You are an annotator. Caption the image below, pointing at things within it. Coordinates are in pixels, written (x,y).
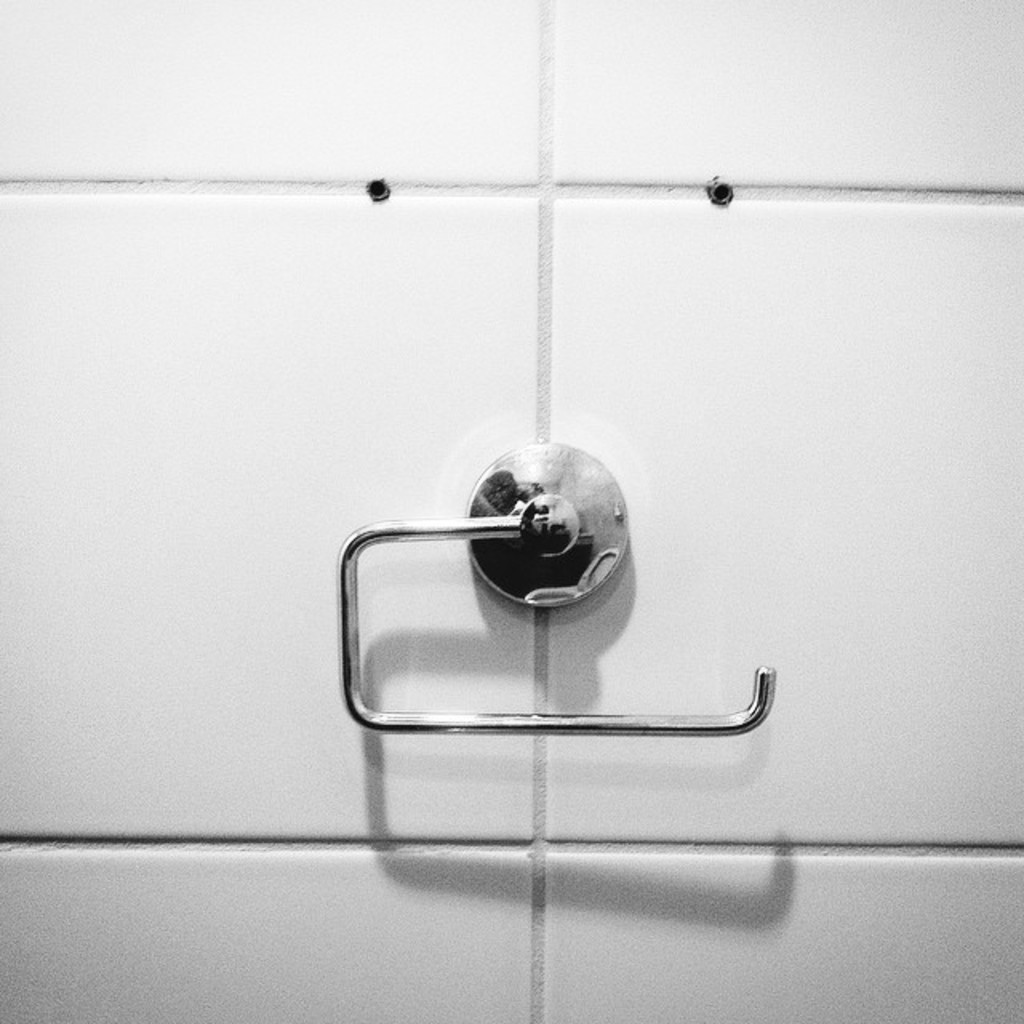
In the picture I can see the stainless steel towel stand (561,506) on the wall (627,452).
